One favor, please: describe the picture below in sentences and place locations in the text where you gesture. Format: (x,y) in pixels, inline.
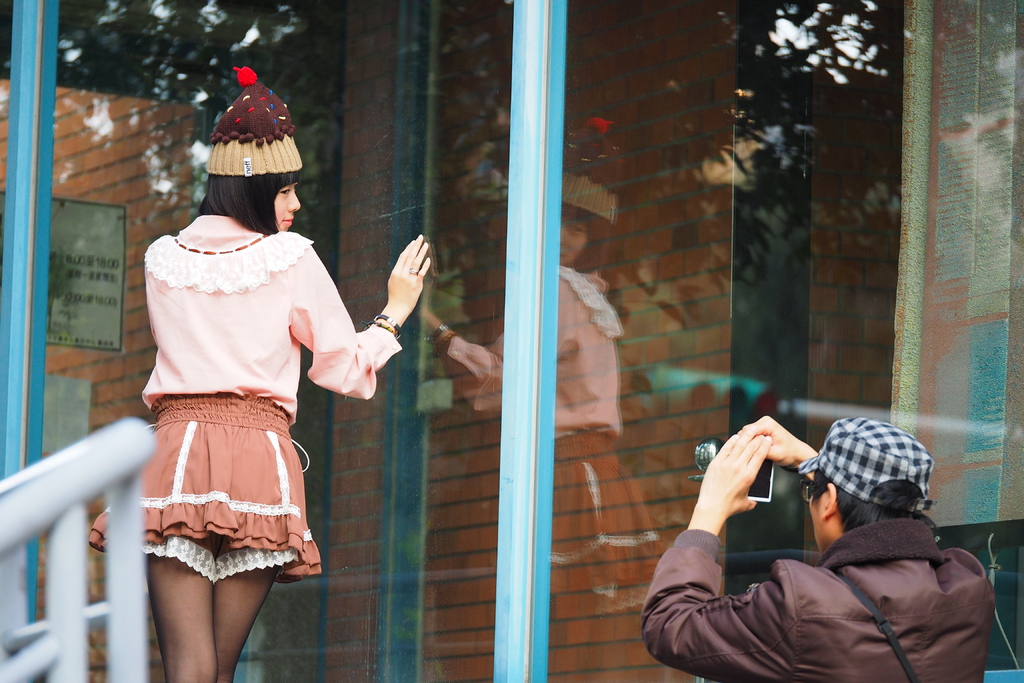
In this picture there is a person (859,601) wearing hat (909,457) is holding a camera (761,469) in his hands (795,463) in the right corner (908,600) and there is a woman (300,328) standing in front of him and there is a glass (400,201) beside her and there are few iron rods (74,571) in the left corner (74,540).
